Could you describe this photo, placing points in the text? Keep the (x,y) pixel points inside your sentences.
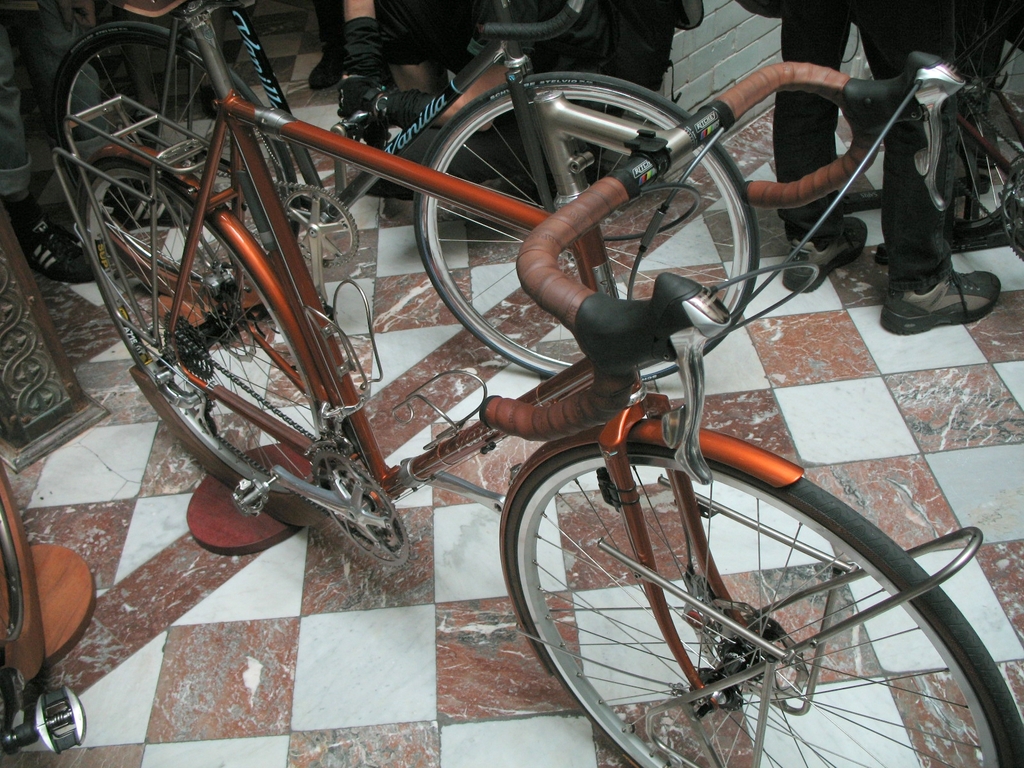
In this image we can see orange color racing cycle (324,343) is placed on the white and brown flooring tiles (419,583). Beside we can see some person (784,121) standing near the cycle (880,117).
